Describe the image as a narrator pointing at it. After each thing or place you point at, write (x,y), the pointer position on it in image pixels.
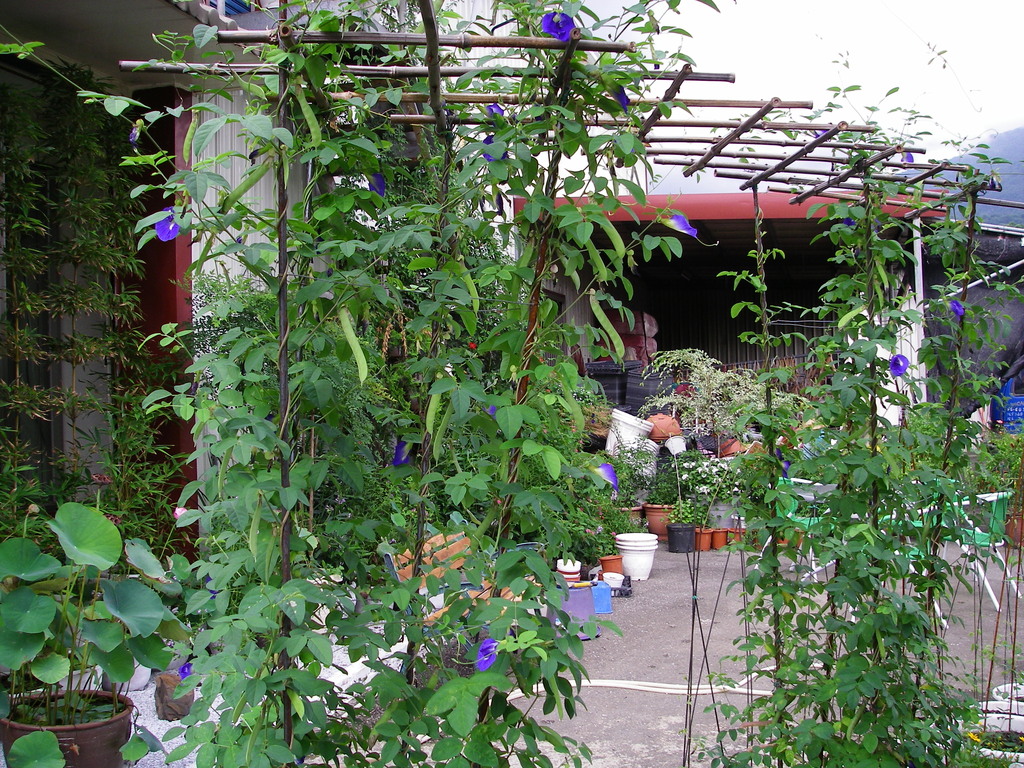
In this picture we can see a bench (458,545), pots (627,556) on the ground (687,605), plants (429,486), sticks (483,43) and in the background (890,208) we can see some objects (758,365).
